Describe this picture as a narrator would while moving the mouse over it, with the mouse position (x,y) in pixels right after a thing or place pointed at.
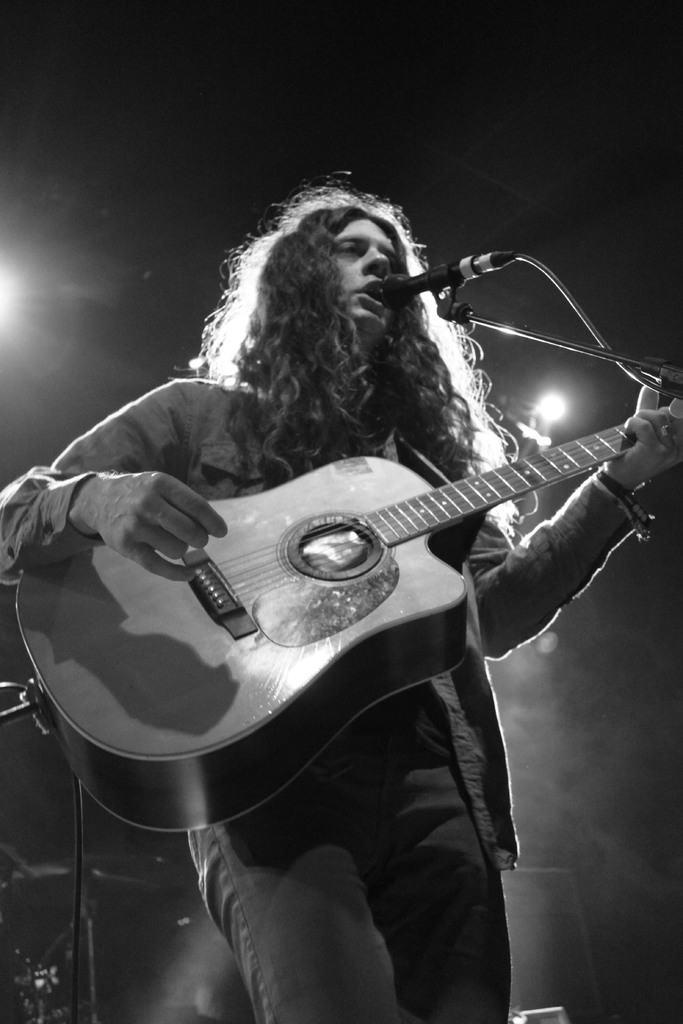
This image contains a person (465,898) standing and holding a guitar (355,498) is singing and playing the guitar (231,592). At the right side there is a mike stand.
